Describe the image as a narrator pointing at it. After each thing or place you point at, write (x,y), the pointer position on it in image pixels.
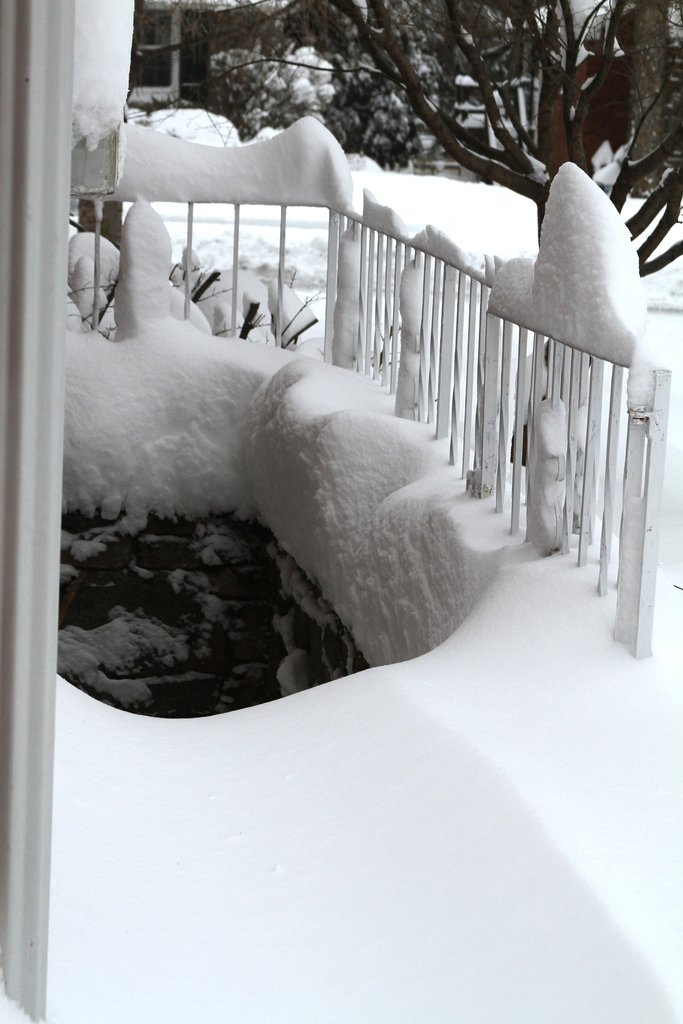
In this picture there is a boundary (288,271) on the right side of the image (586,520) and there is snow (656,903) around the area of the image, there are trees (375,103) at the top side of the image (375,103).
